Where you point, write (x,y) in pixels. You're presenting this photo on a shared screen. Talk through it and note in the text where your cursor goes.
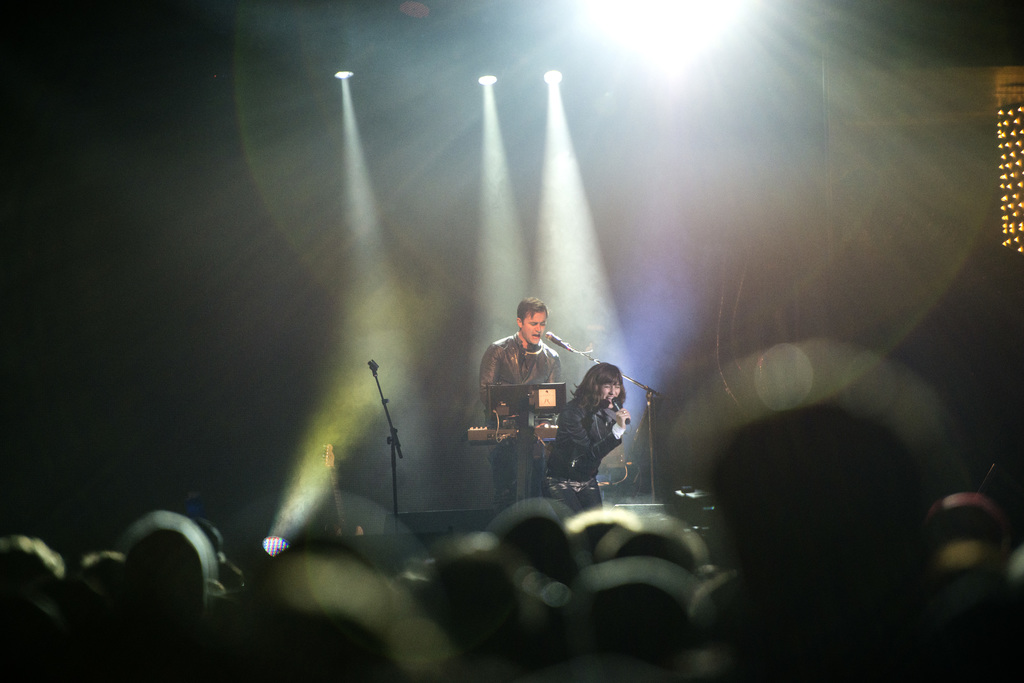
In this image we can see some lights (494,83), one microphone stand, one board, one woman (574,470) standing holding a microphone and singing. There is one guitar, one object (533,433) looks like a musical instrument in front of the man (552,378), one microphone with stand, some people's heads (366,595) at the bottom of the image (378,590), one man (534,371) standing on the stage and singing. This image is dark and blurred.
